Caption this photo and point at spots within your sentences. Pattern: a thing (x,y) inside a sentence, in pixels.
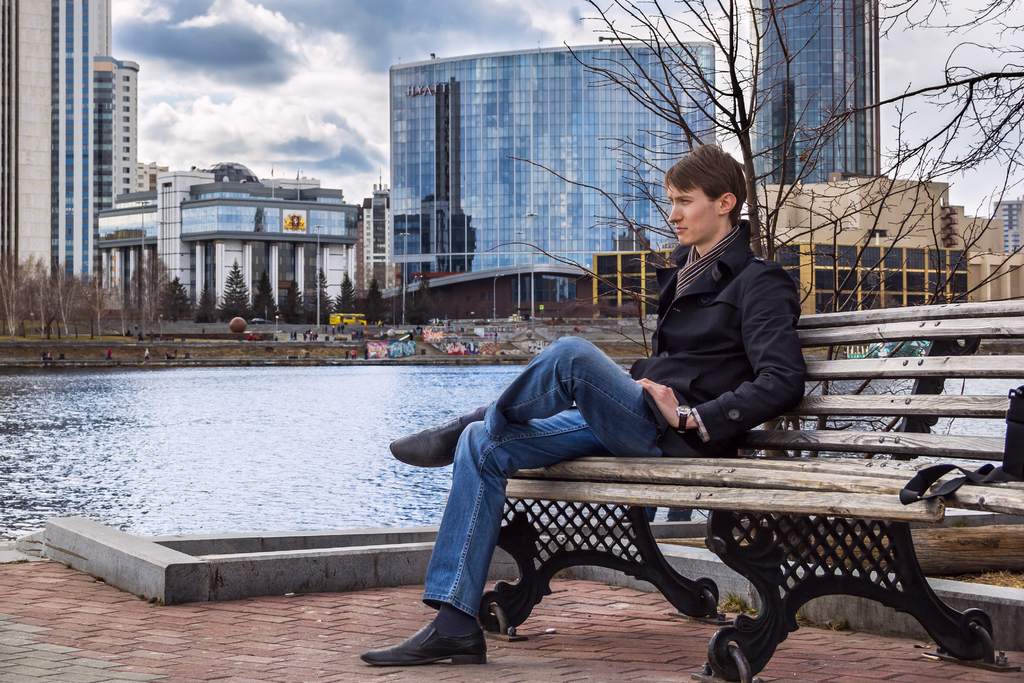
On the right side (774,290), there is a person (749,317) in a black color jacket (747,366), sitting on a wooden chair (1012,330), which is placed on a footpath (499,665). Beside this chair (957,329), there is a tree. In the background (21,406), there is water (238,400). Outside this water (21,406), there are buildings (62,26), trees (262,278), plants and there are clouds (334,104) in the sky (525,31).
